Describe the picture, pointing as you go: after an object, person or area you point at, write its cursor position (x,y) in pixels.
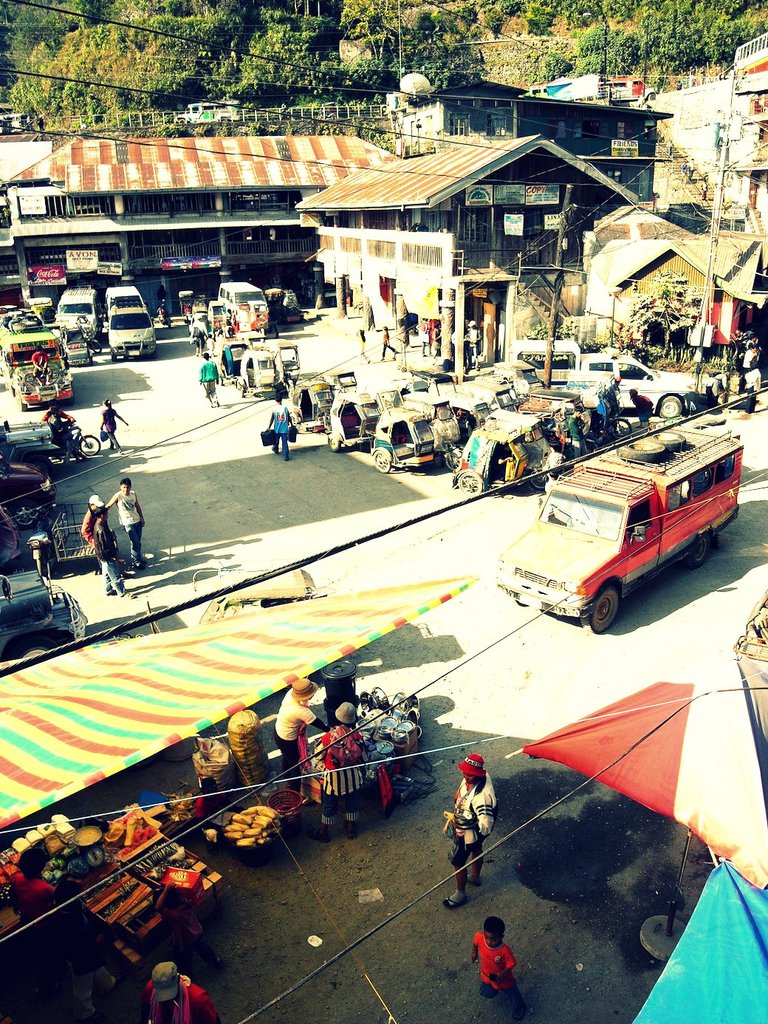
In the center of the image (499,503) there is a road (523,523) on which there are vehicles (258,344). There are stalls (45,744). There are people (111,431) walking. In the background of the image (374,222) there are houses (359,198), trees (127,121).
